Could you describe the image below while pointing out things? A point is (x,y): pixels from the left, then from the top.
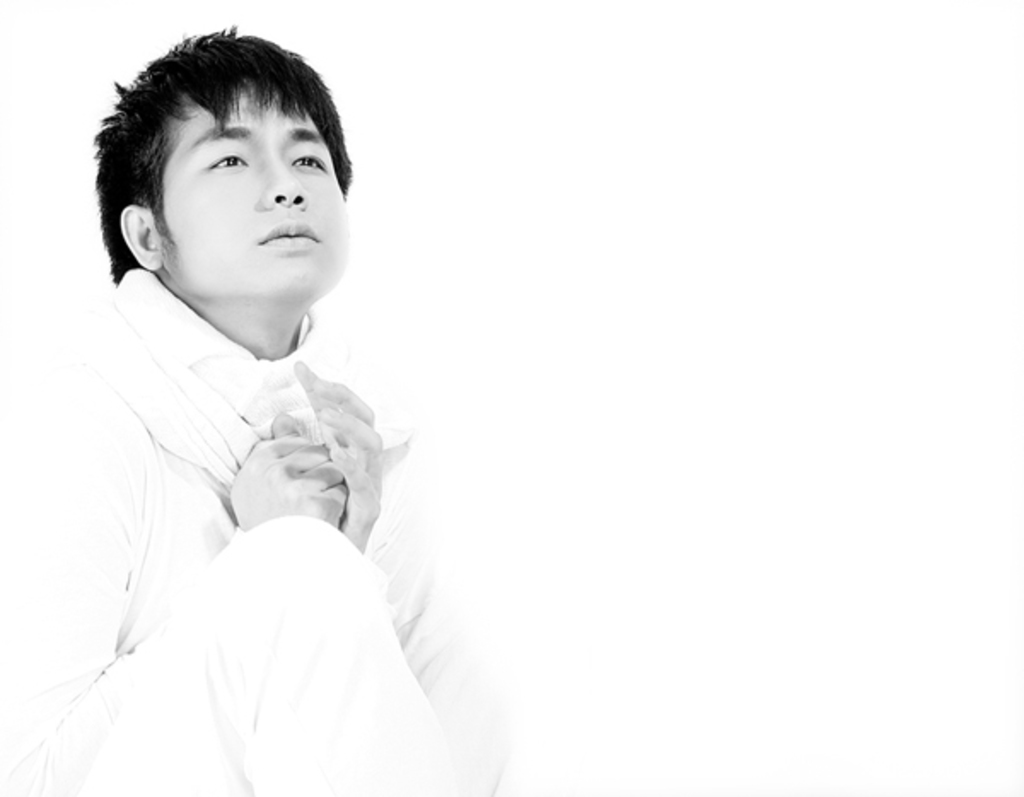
In the picture I can see a man (217,524) is wearing clothes (212,508). The background of the image (631,414) is white in color. This image is black and white in color.
